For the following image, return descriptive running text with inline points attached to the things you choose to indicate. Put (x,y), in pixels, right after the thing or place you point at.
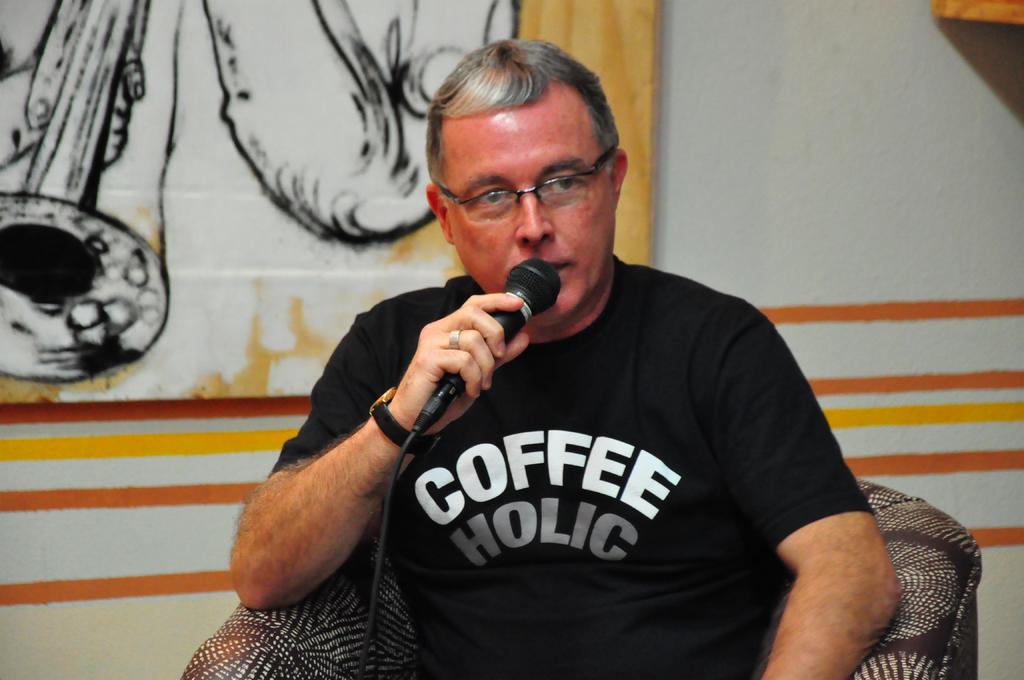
This image is taken indoors. In the background (890,78) there is a wall (866,113) with a board (277,224) on it. In the middle of the image (622,340) a man (531,475) is sitting on the couch (889,498) and he is holding a mic (429,409) in his hand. There is a text (498,477) on his T-shirt (567,457).
